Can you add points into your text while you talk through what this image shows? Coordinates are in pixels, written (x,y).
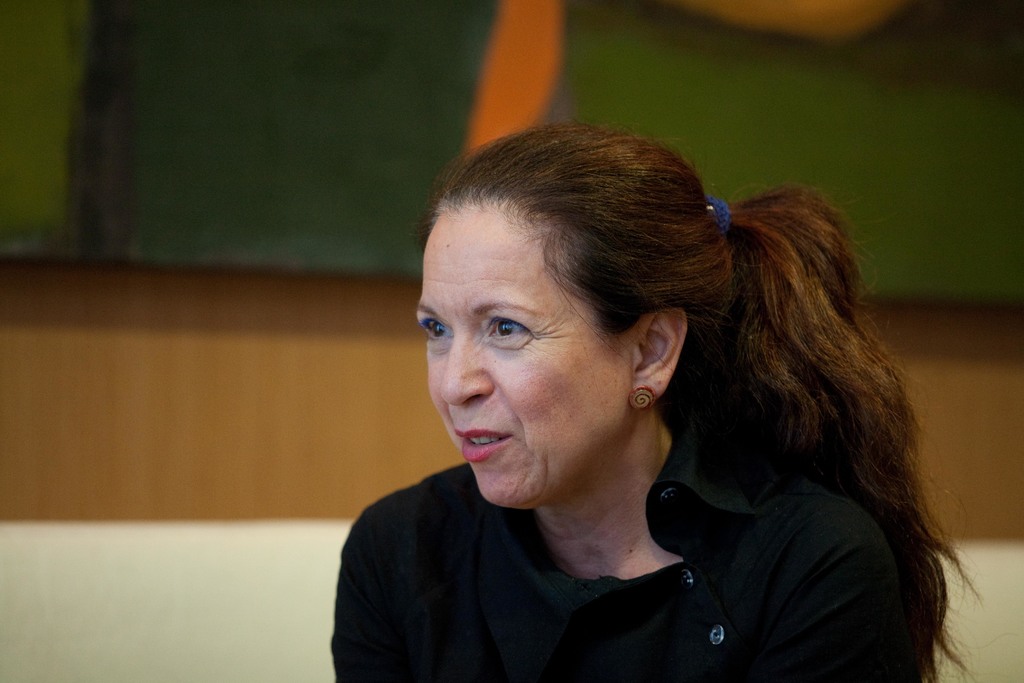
In the picture I can see a woman (681,452) is wearing black color clothes (568,604). The background of the image (968,413) is blurred.
